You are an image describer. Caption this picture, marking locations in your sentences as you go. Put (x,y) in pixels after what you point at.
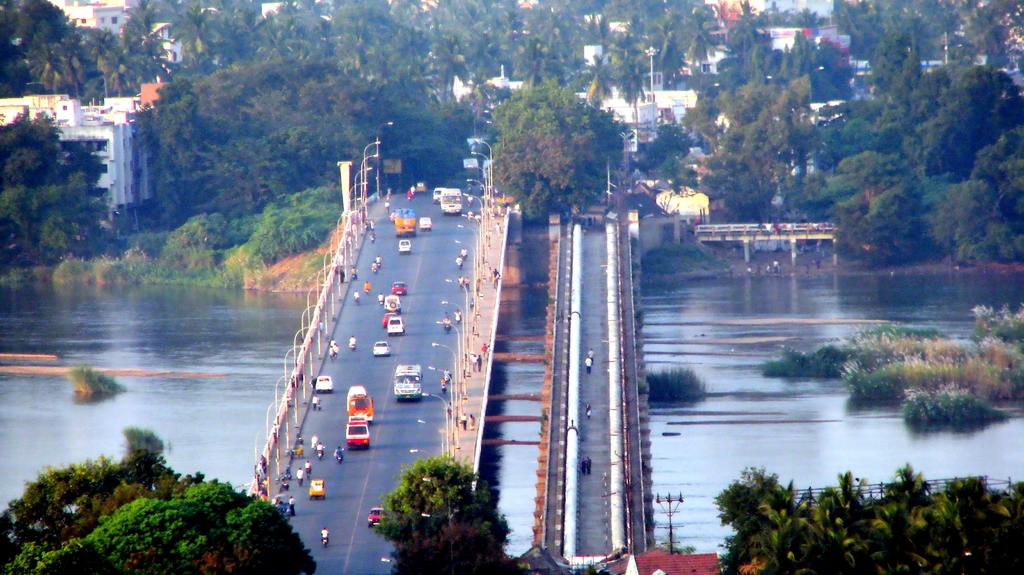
In this picture we can see truck (395,228), bus (443,205), vehicles (404,386) and persons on the bridge (413,422). Beside that we can see two pipes (569,444). On the left (196,397) we can see the water (222,351). In the background (625,116) we can see buildings (830,5), poles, street lights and trees (561,55). On the right (802,229) we can see the group of persons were standing near to the water (975,296), beside them we can see another bridge (755,236). At the bottom (664,497) we can see electric pole (671,528) and wires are connected to it.
